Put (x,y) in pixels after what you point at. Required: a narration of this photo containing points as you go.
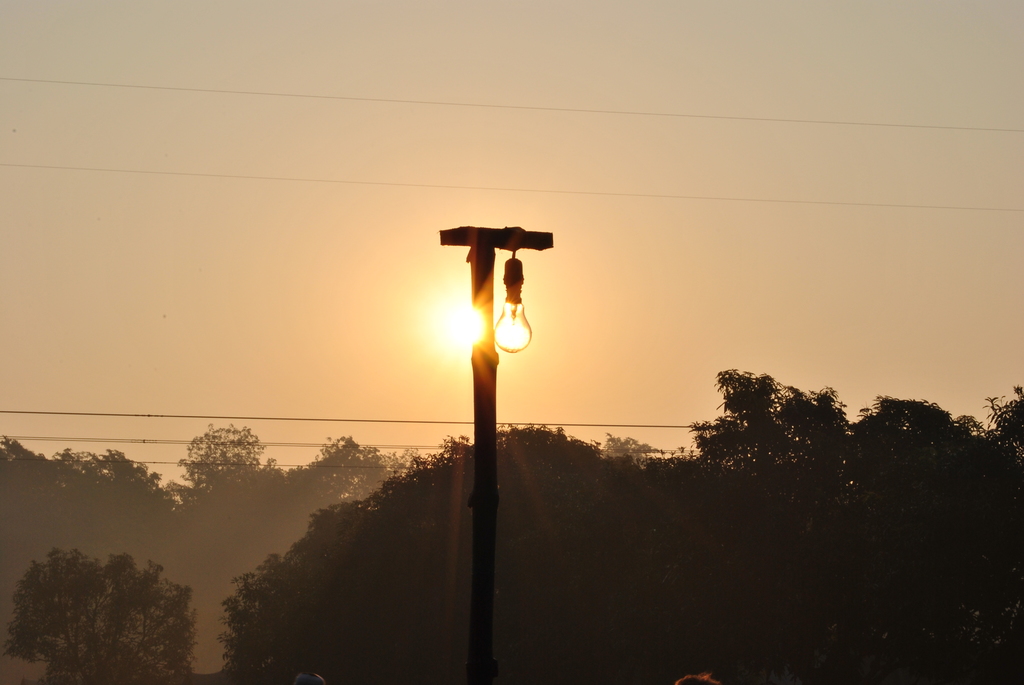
In the center of the image (473,237) there is a pole (491,358) with a bulb (503,311). In the background of the image (372,500) there are trees (728,510). At the top of the image (212,122) there is sky (332,144). There is sun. There are electric wires (10,411).
